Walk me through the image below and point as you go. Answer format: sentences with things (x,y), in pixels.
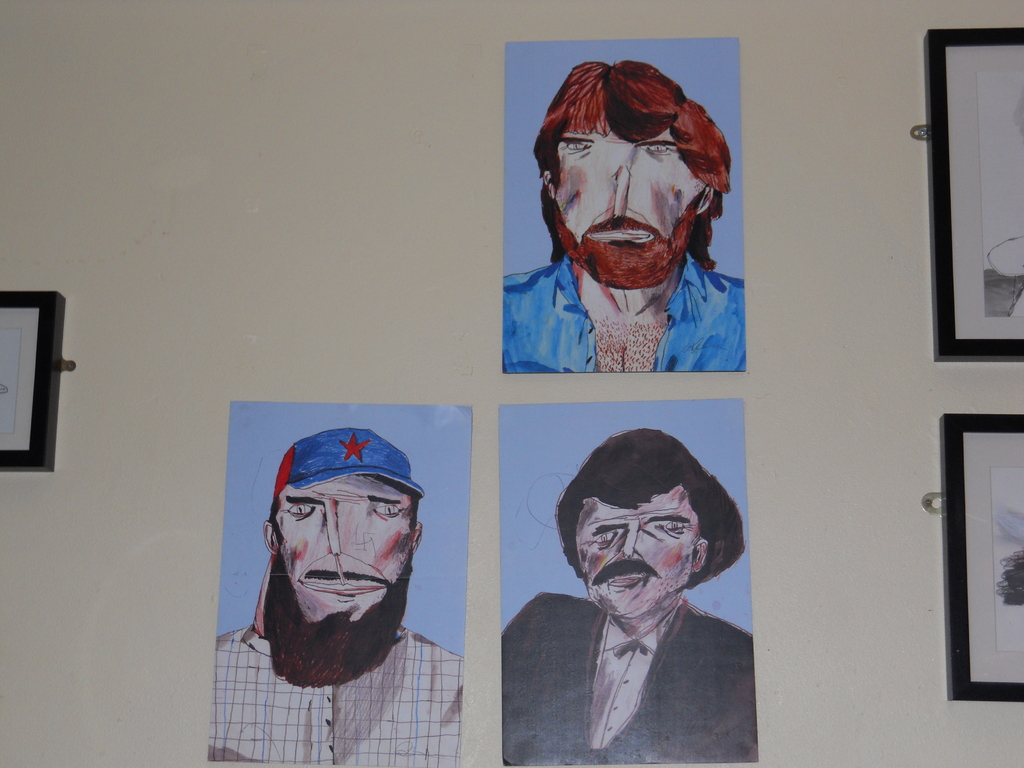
In this image we can see sketches (668,490) and frames (52,349) placed on the wall (191,273).
